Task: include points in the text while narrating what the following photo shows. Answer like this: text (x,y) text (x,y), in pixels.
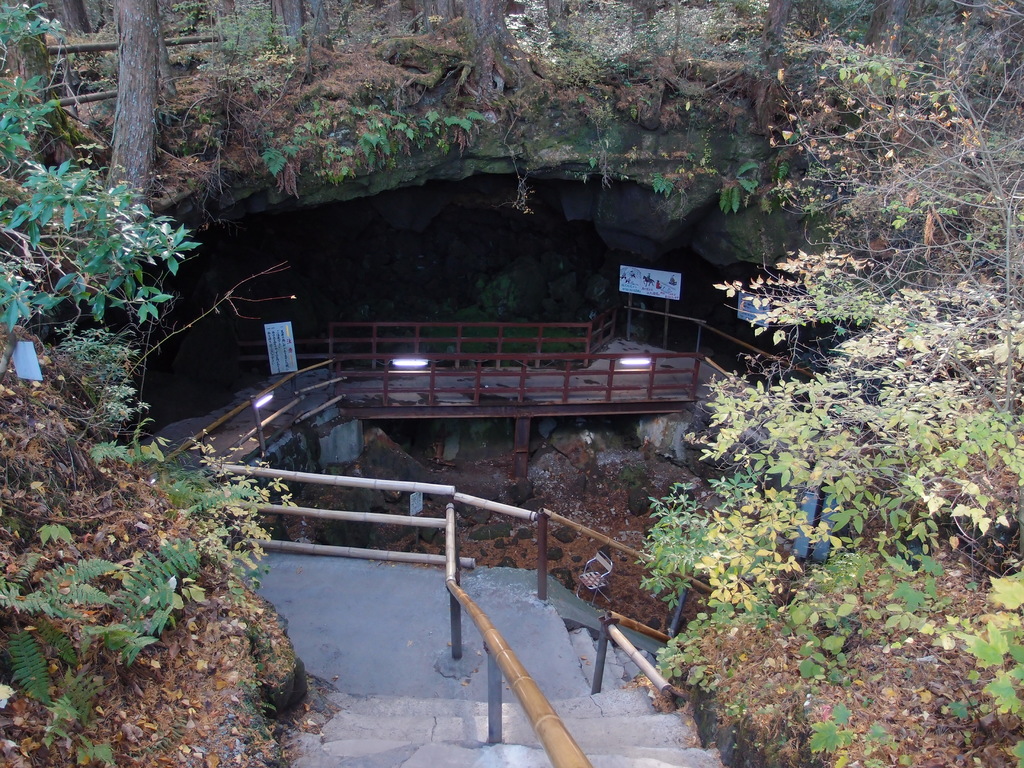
In this image we can see railing (440,517), plants (795,455), lights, boards (284,354) and rocks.
